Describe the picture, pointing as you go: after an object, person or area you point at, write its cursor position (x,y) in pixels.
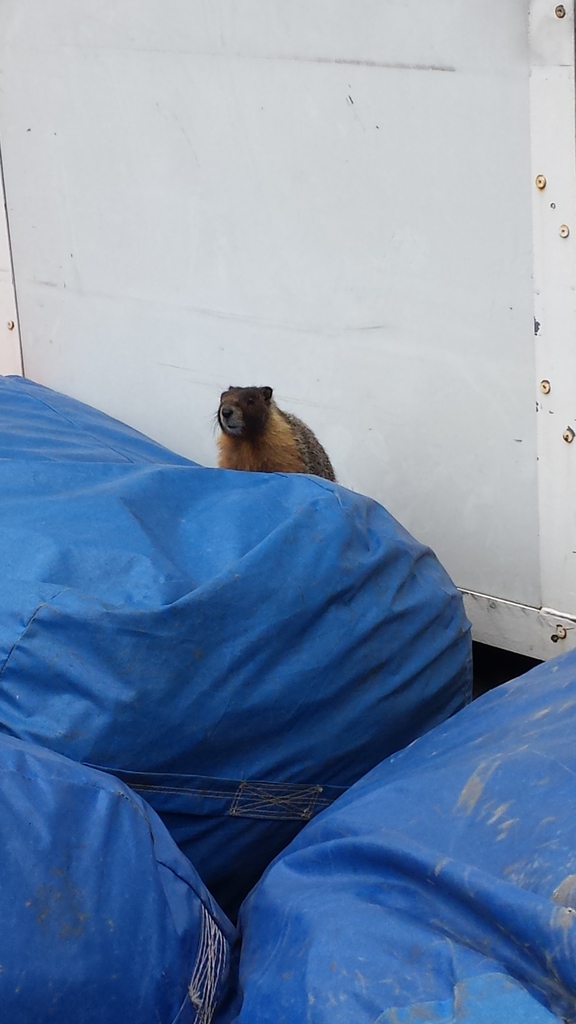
In this picture we can see blue color plastic covers (377,670). Here we can see marmot (249,447) near to the steel wall (363,390).
